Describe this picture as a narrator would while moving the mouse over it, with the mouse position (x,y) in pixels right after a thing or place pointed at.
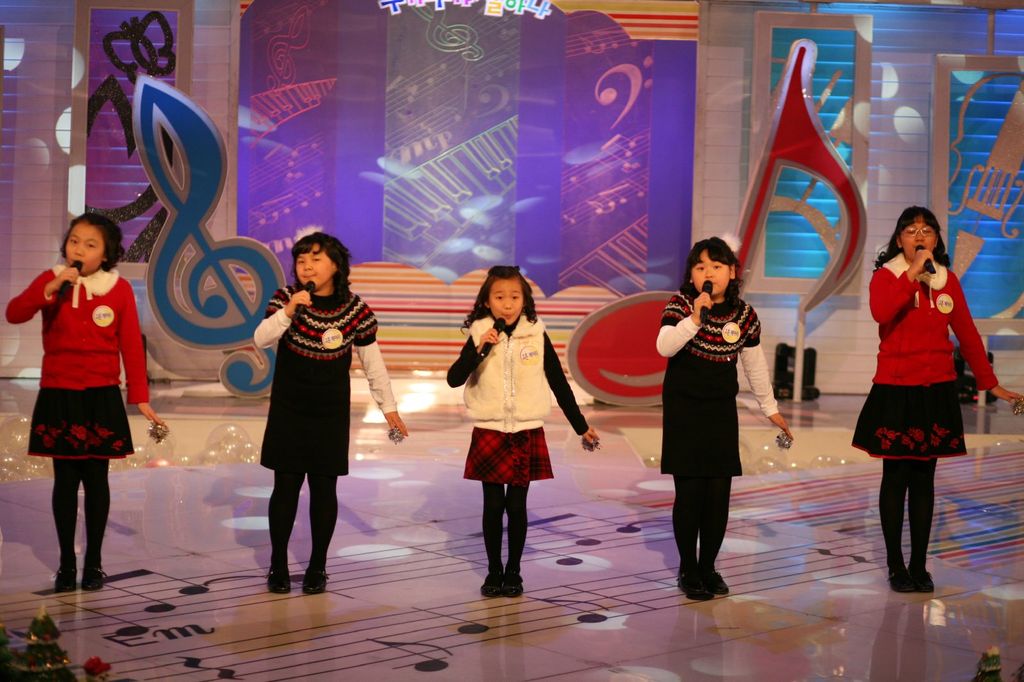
In this image we can see group of kids (336,394) standing on stage (425,374) and holding microphone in their hands (64,283) and in the background of the image (420,88) we can see a sheet (349,173) which is decorated in different colors.
